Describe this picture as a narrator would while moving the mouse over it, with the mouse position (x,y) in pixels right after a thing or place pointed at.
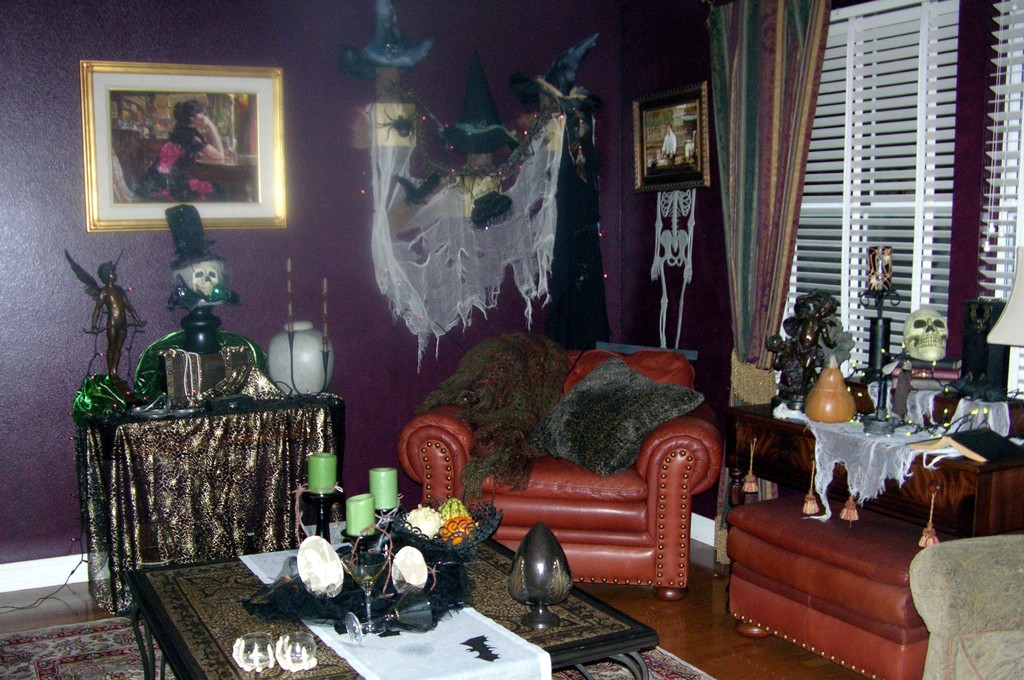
This image consists of a sofa (460,486) on which we can see a pillow (607,462). In the middle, there is a table (318,653) on which we can see a candle stand (323,520) and a glass (369,622). In the left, there is a frame (131,210) on the wall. On the right (902,191), there is a window (919,197). And we can see two skulls (210,270) in this image. At the bottom (695,665), there is a floor mat (651,673) on the floor (738,640).
